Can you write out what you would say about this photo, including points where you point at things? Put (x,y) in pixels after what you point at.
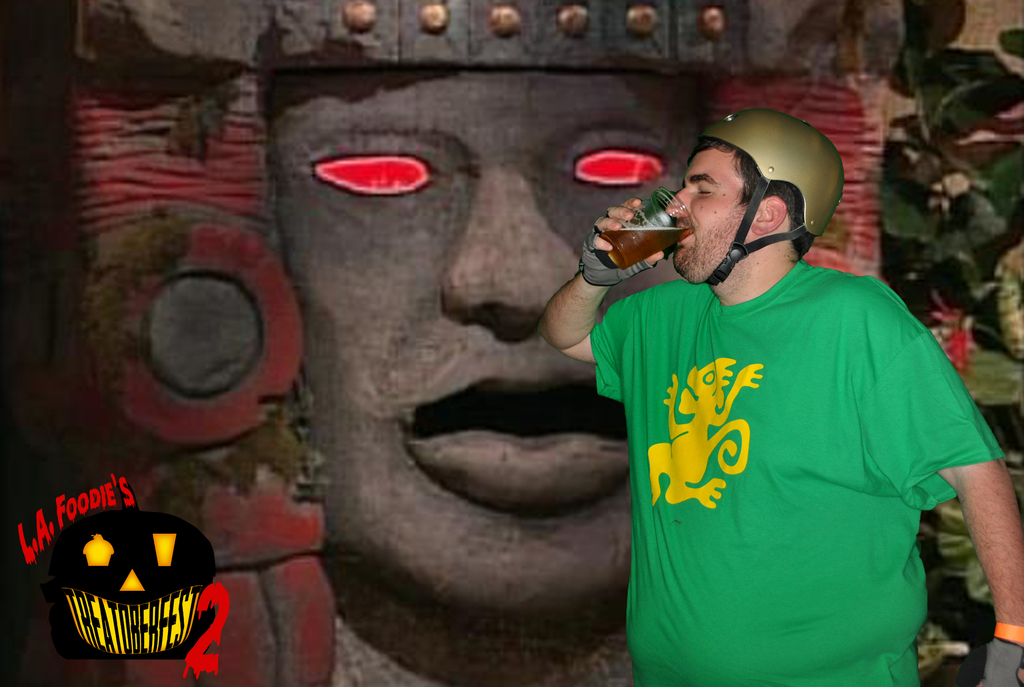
In this image I can see the person (685,327) is standing and holding the glass (659,187) and wearing the helmet (803,164). Person (803,345) is wearing green and yellow color dress (740,396). Background (376,305) I can see the statue (369,172) in multicolor.
